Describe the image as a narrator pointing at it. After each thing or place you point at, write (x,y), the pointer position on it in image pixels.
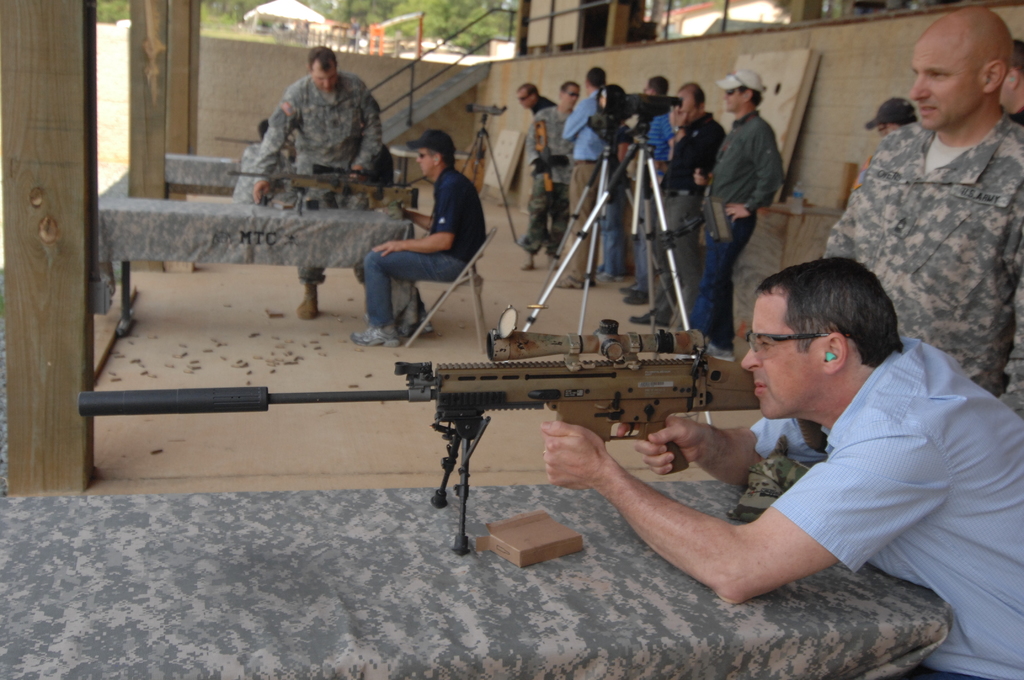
There are people (996,276), this man (428,248) sitting on a chair (461,277) and this man (813,495) holding a gun (569,414). We can see guns (569,414) and box (494,537) on tables (535,493). In the background (680,86) we can see wall (711,59), railing (463,32), steps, trees (482,29) and tent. Here we can see bottle (798,188) and objects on the table (795,215).
